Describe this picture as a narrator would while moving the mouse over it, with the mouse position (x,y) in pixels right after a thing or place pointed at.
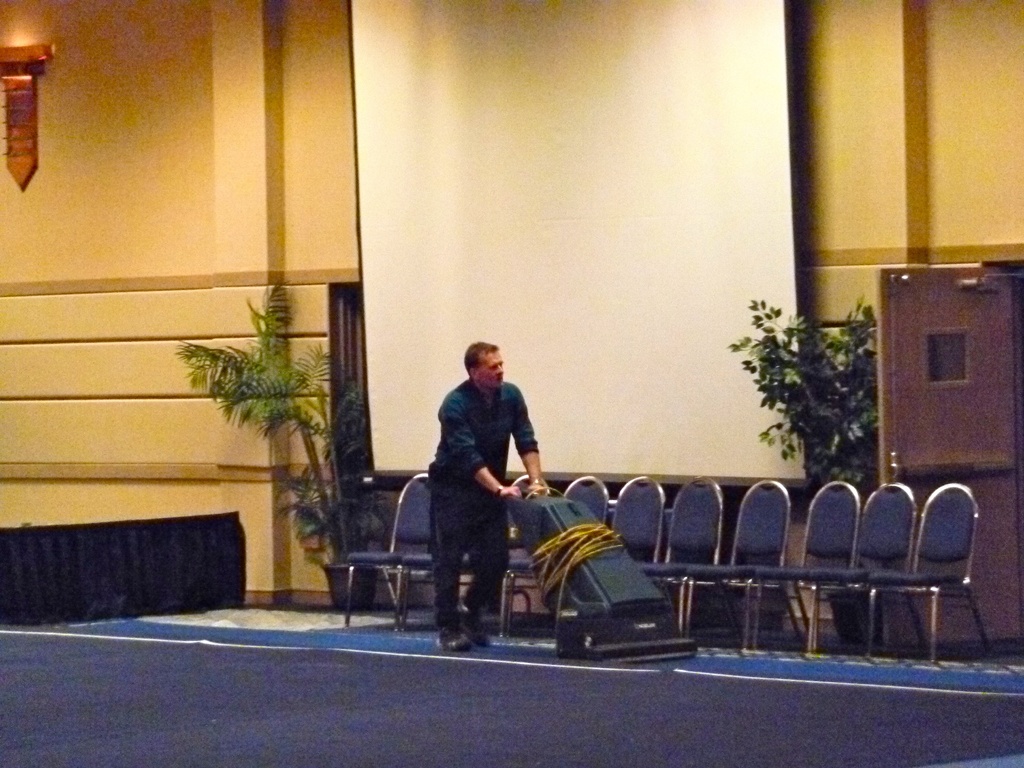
In the picture we can see a blue color floor mat (748,751) on the floor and a man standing holding a machine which has a cord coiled on it and behind him we can see some chairs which are also blue in color and to the wall (8,388) we can see white color screen (542,213) and besides we can see some house plants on the floor (687,757).
